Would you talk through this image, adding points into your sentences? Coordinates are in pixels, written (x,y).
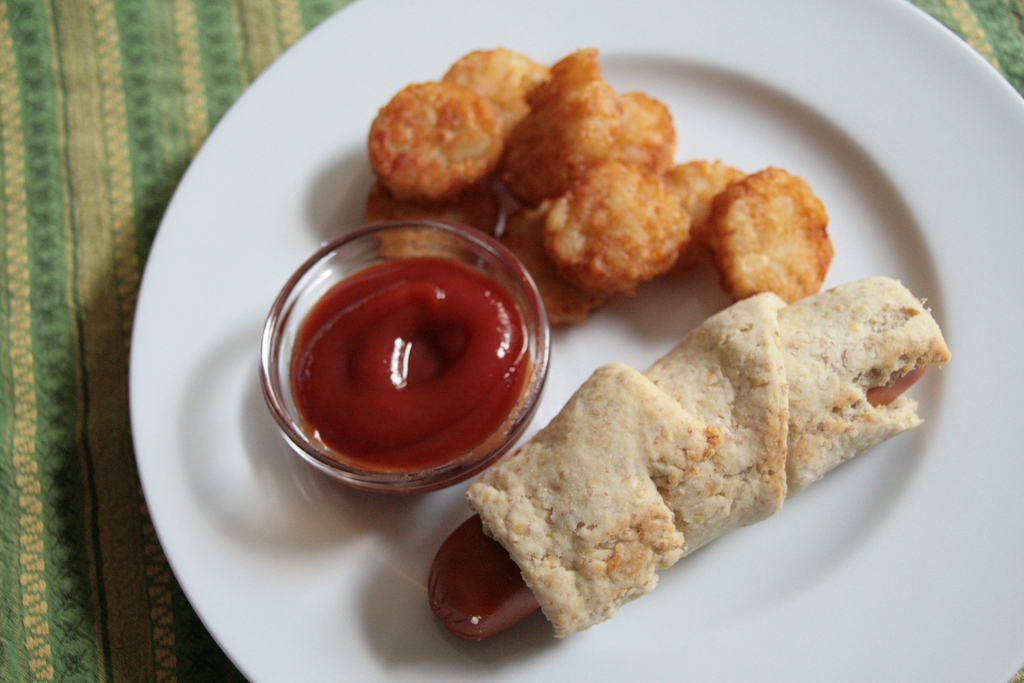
In this image I can see food (357,314) which is in brown, red and cream color in the plate (212,383). The plate (218,223) is in white color and the plate (159,283) is on the green color cloth (87,195).
